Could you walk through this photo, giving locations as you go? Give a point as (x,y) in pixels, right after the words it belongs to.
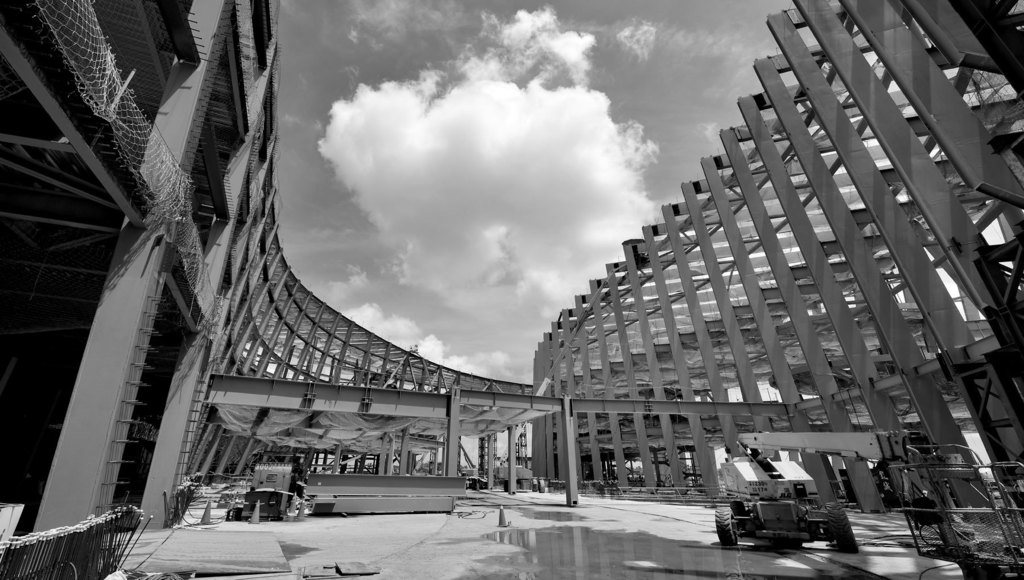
In the picture we can see the pole construction (808,244) around the surface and we can see the construction equipment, vehicle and to the top (475,192) we can see the sky (652,111) with clouds (388,206).
